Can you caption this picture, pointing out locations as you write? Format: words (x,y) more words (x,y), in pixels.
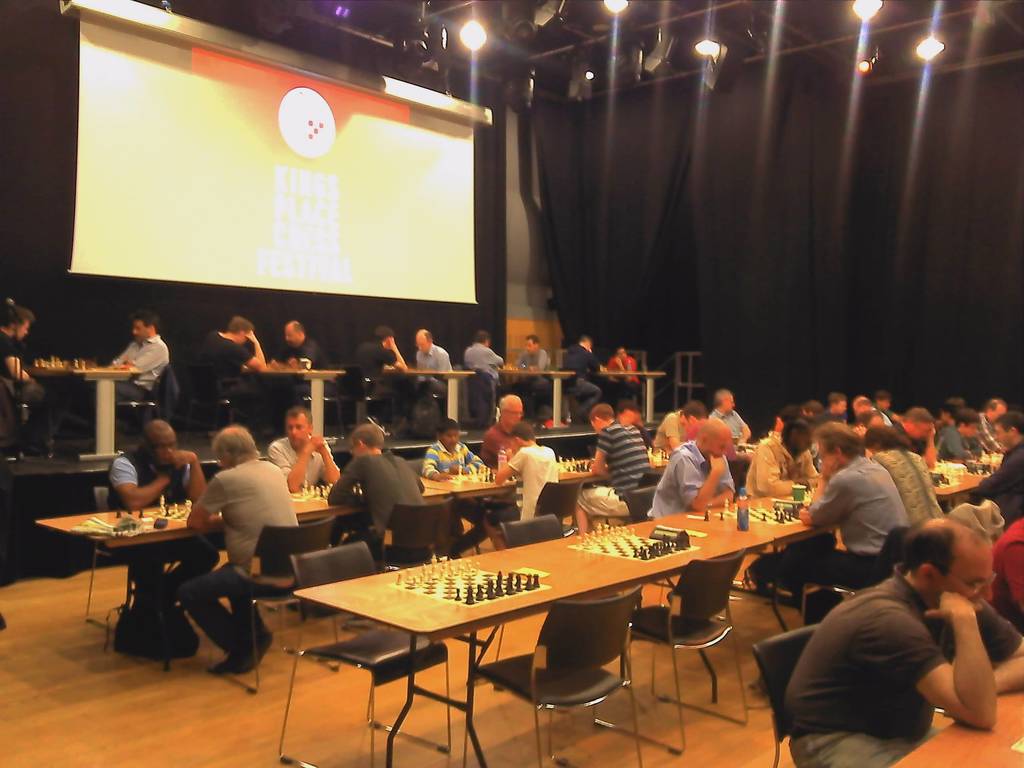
This picture is inside view of a room (568,428) In this image we can see some persons (352,536) are sitting on a chair (295,545) and playing chess board (447,584). In this image we can see tables (428,615), chess boards (493,577), chairs (592,614), bag (145,629) are there. In the background of the image (359,230) we can see screen (284,226), curtain (612,144), lights (556,16), roof (497,26) are present. At the bottom of the image (194,723) floor (228,726) is there.
